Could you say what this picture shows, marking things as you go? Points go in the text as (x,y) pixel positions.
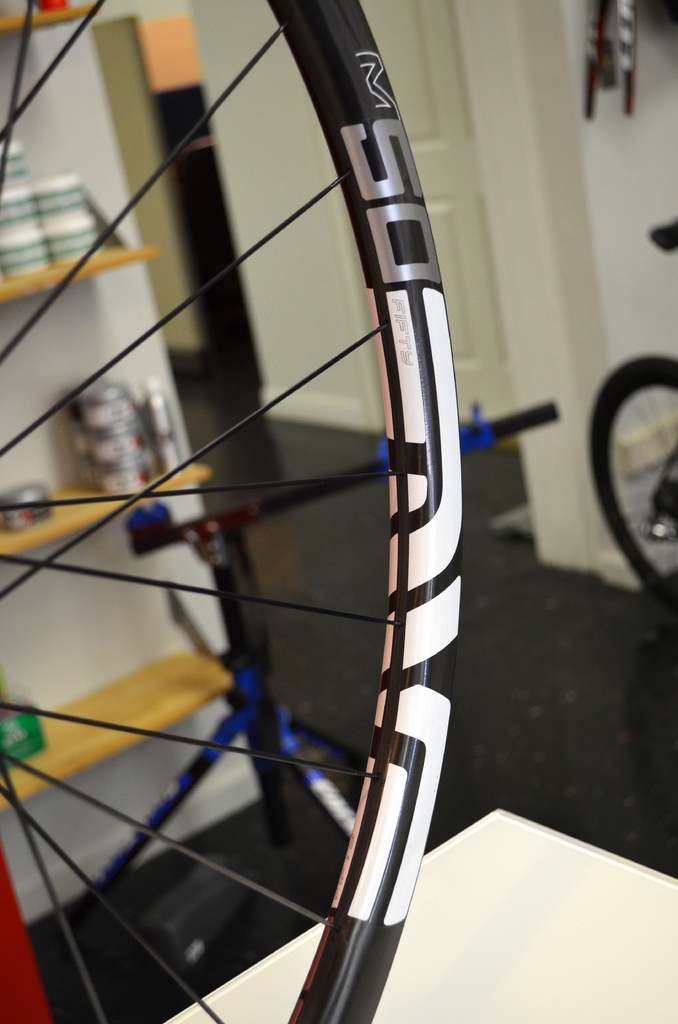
In this image in the foreground (389,848) there is one wheel (383,858), and in the background (66,273) there is one cupboard (95,272). In that cupboard (108,332) there are some cups (105,430) and some objects (111,476), and in the background (414,96) there is a door (418,53) and wall (530,470). On the right side (631,529) there is one wheel (596,430), at the bottom (530,934) there is a floor (515,720) and one board (467,930).
